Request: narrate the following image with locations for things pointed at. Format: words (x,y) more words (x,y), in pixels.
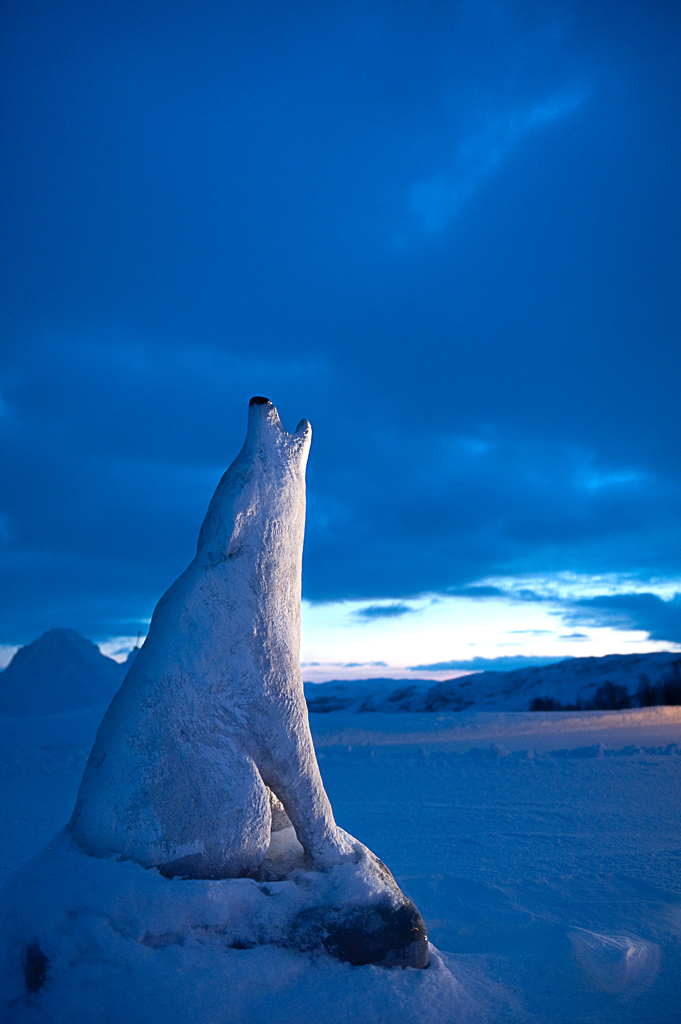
In this picture we can see white wolf statue (304,723) sitting on the snow rock (257,881) and howling. Behind we can see snow (574,845) on the ground (521,774). On the top (412,297) there is a sky (412,297) and clouds (480,263).
